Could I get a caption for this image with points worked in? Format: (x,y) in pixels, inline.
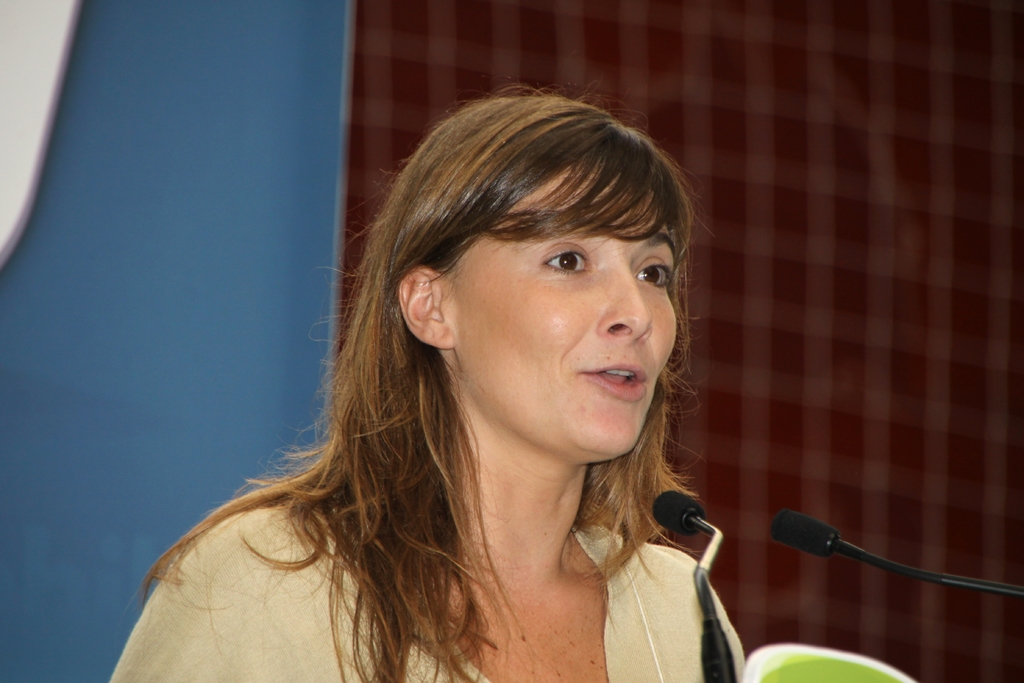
In the center of the image (451,303) we can see woman (187,647) speaking to the mics (900,564). In the background (820,267) we can see curtain (373,63) and wall (165,210).
